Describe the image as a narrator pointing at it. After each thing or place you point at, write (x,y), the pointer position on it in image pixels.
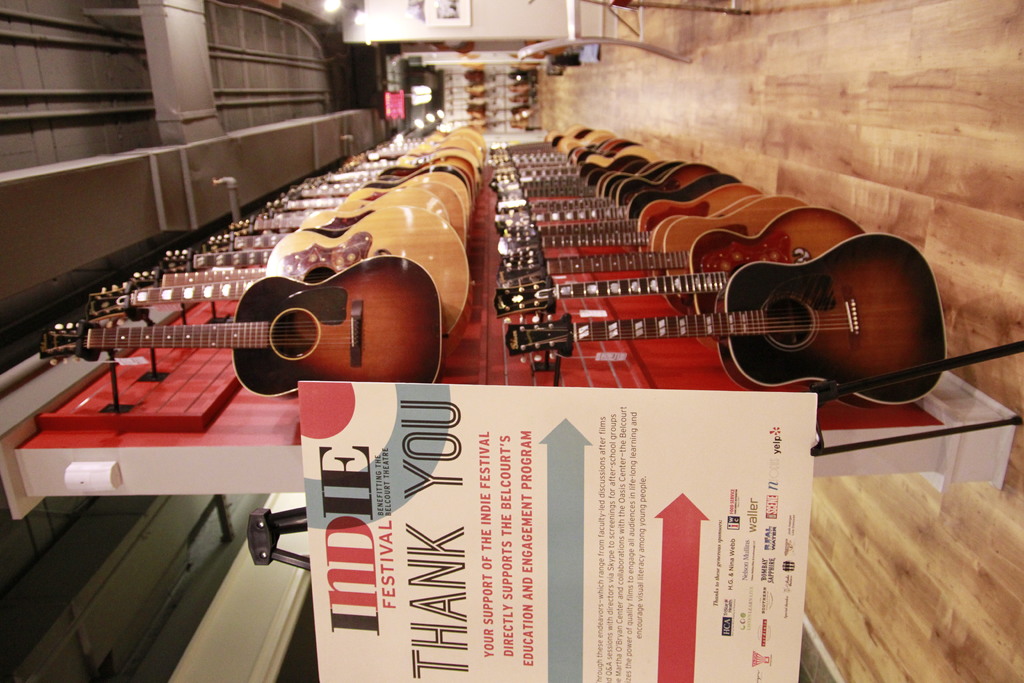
In this image I can see a red colored board (200,413) and to it I can see number of guitars (413,241) which are cream, brown and black in color. I can see a white colored board (645,456) attached to the surface (245,401). I can see the brown colored floor (815,124), the white colored wall (533,18), few lights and the ceiling (259,100).
